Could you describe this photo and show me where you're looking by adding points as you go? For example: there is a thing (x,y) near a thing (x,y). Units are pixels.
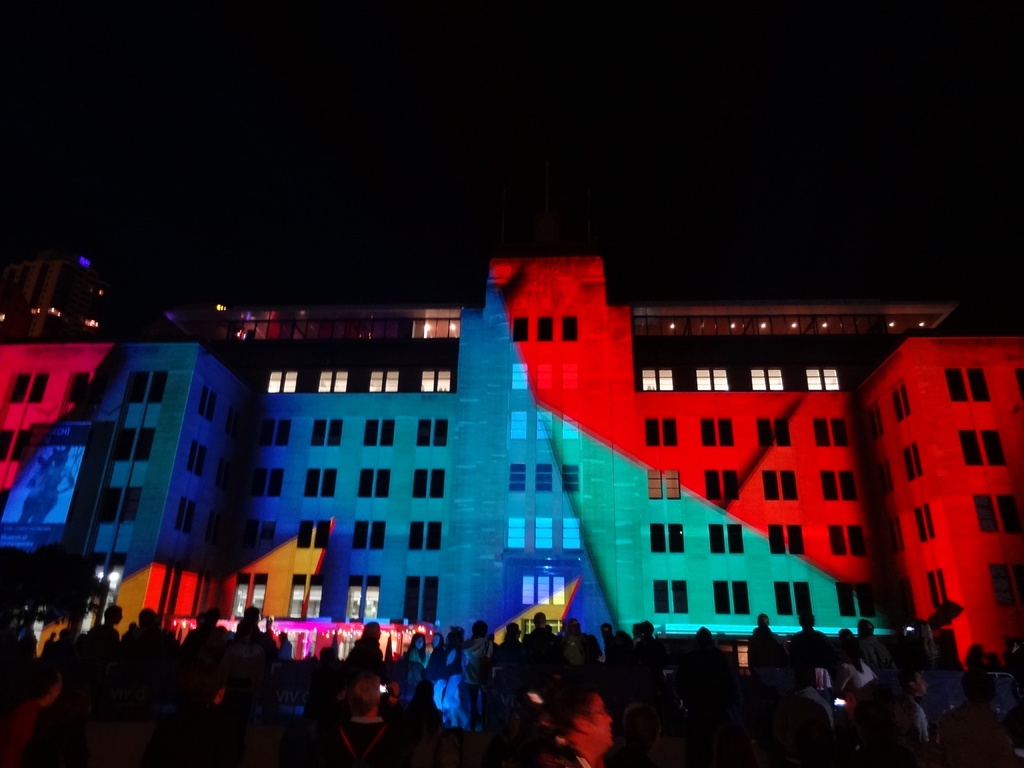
In this image in the center (550,481) there are buildings (655,497), and on the buildings (282,463) there are some colors. At the bottom of the image (691,703) there are some people (643,720) and some lights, and the top of the image (360,120) is dark.
